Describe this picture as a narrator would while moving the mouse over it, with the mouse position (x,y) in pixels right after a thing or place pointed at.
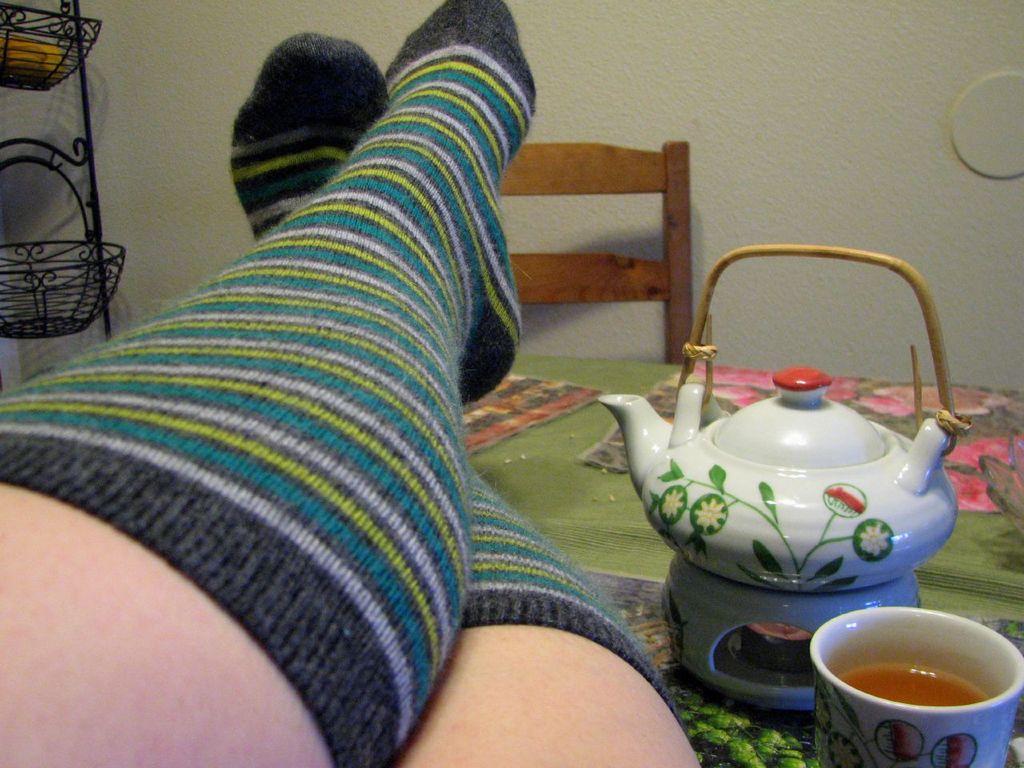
There is a surface (579,379). On that there is a kettle (728,542), glass (897,725) with drink (870,698) and we can see legs (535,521) of a person (436,513) with socks (492,500). In the back (653,48) there is a wall (665,43) and a chair (634,168). On the left side (85,273) there are baskets (48,60) with stand (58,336).
